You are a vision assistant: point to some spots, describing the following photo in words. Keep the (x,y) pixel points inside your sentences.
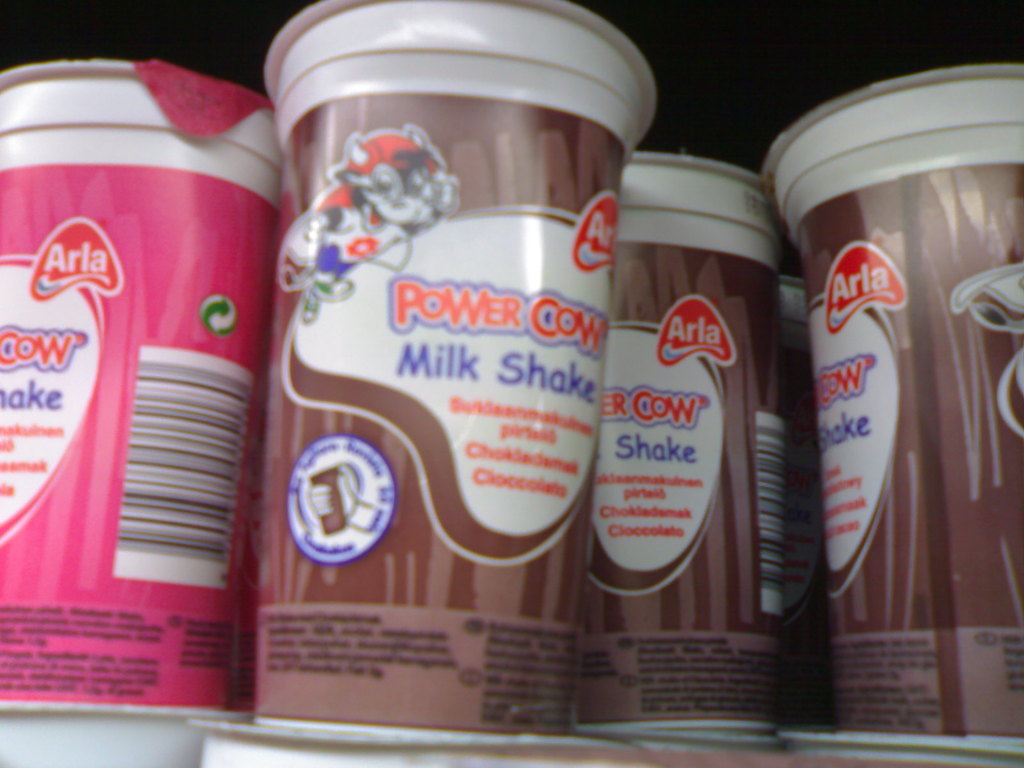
In this image we can see cups (649,604). In the background (1002,10) the image is dark.
